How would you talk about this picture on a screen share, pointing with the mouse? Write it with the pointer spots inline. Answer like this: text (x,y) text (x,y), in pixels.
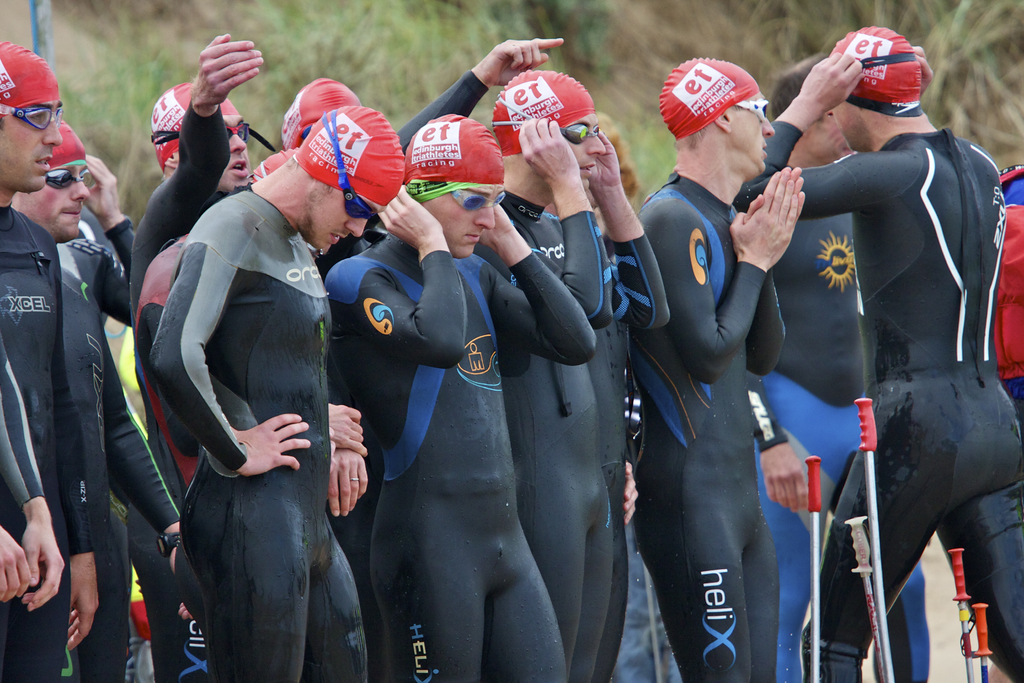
In this image there are a group of people (463,306) standing and they are wearing caps (33,56) and goggles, and also there are some sticks (880,590). And in the background (112,105) there are some plants (402,85) and pole (52,40).
